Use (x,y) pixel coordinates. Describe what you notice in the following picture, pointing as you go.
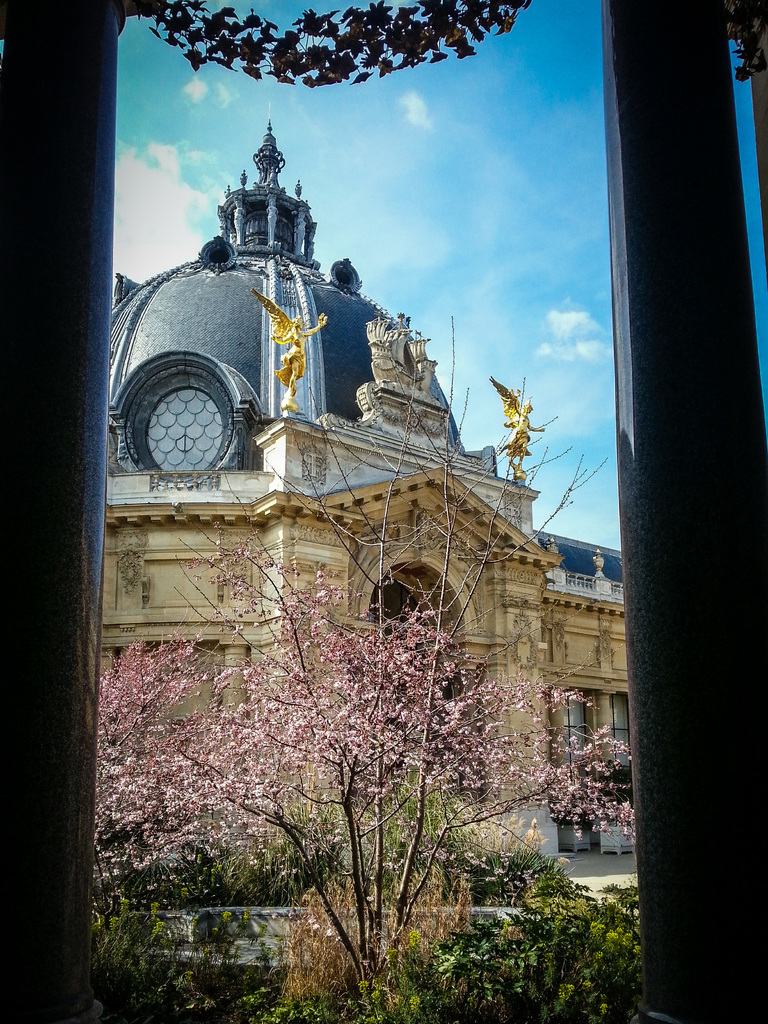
In this image I can see few trees (383,683) which are green, brown, black and pink in color. In the background (311,560) I can see a huge buildings (305,371), few statues (511,403) on the building (311,486) and the sky (457,226).
